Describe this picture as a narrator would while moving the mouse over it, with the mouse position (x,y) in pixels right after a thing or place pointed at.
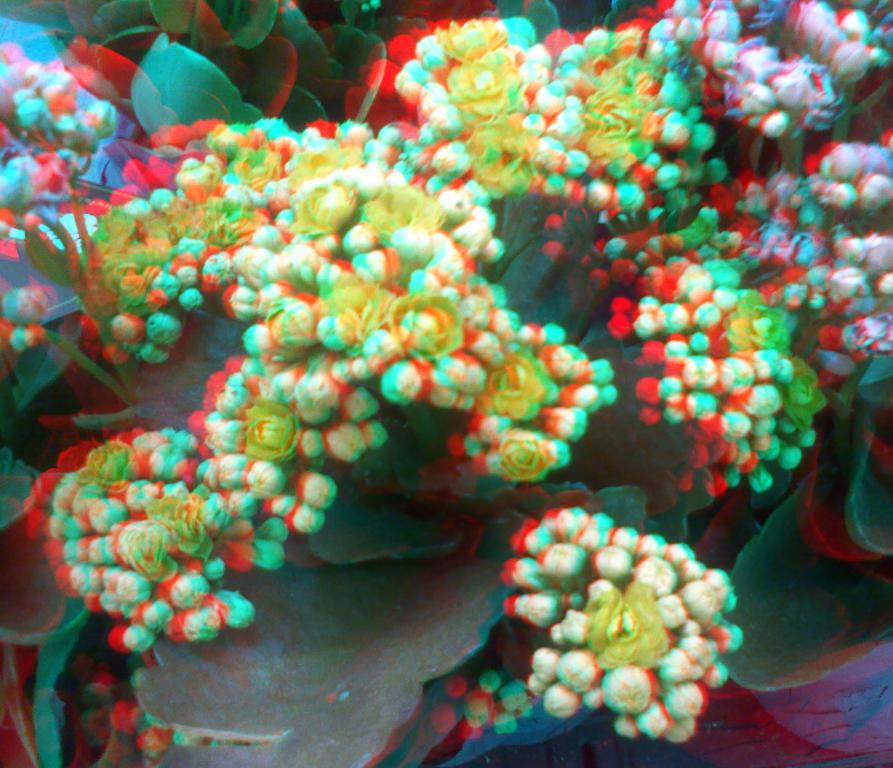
In this image there are plants (351,493) and we can see flowers (438,248) which are in white color.
